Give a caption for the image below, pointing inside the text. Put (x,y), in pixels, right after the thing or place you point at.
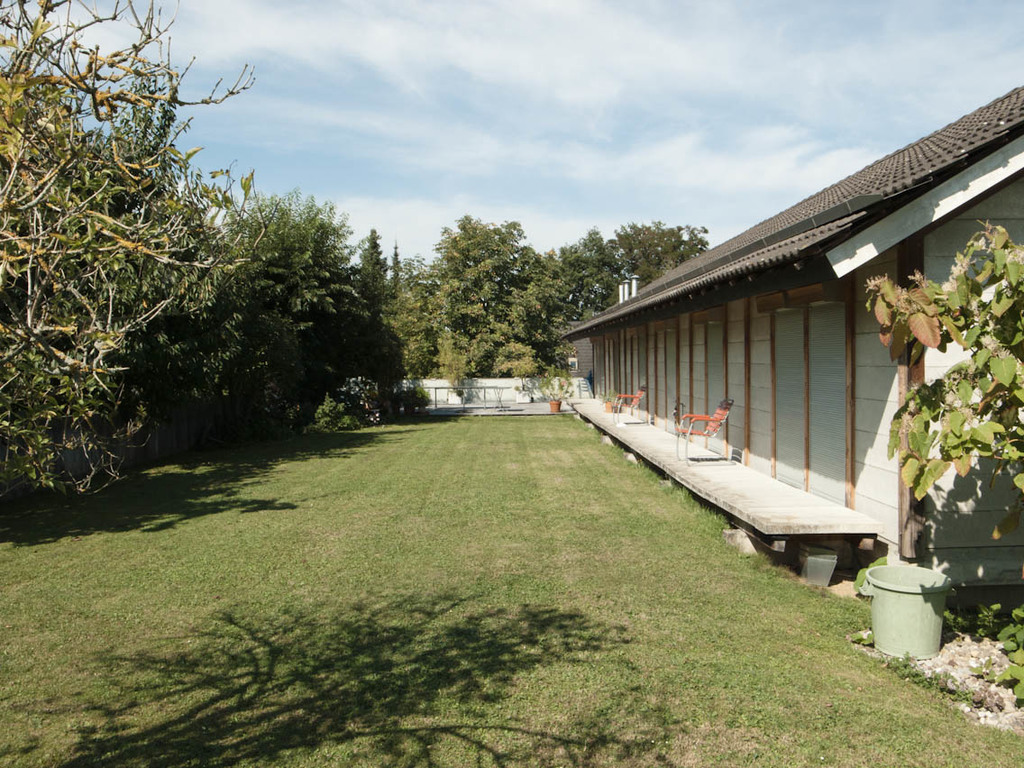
This is the picture of a place where we have a house (680,398) and around there are some trees (135,256), plants (1019,387), grass (571,599), chairs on the floor (653,453).
